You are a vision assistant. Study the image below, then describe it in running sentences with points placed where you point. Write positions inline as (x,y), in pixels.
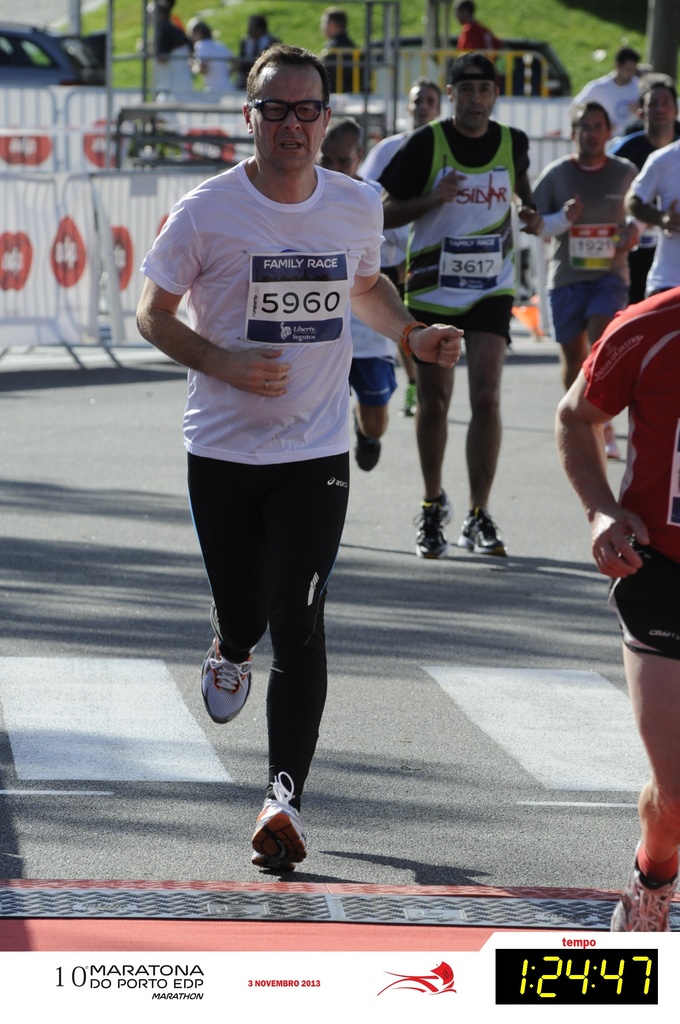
In this image there are a group of people (378,375) who are running, and at the bottom (265,794) there is a road (91,691). And at the bottom of the image (153,968) there is some text (640,980), and in the background (139,186) there is a railing (77,99), poles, grass (535,4) and some people (191,73) and vehicles (94,80).
